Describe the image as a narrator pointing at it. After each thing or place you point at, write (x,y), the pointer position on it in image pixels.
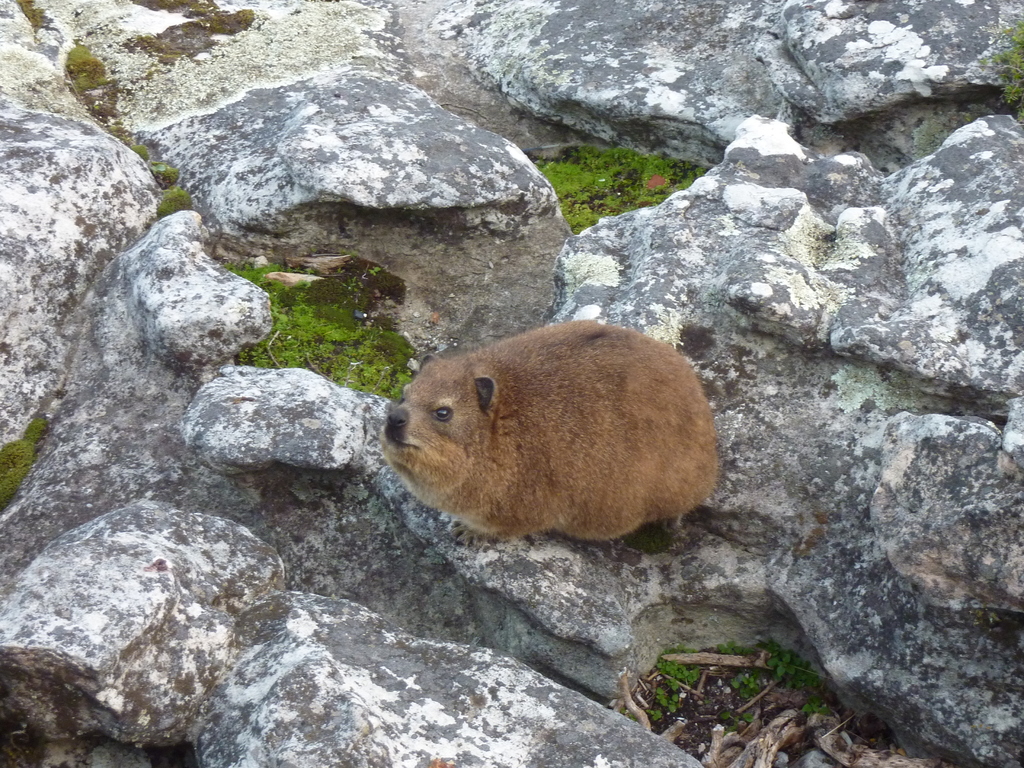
In the center of the image (560,414) we can see animal (440,432) on ground (49,619).
